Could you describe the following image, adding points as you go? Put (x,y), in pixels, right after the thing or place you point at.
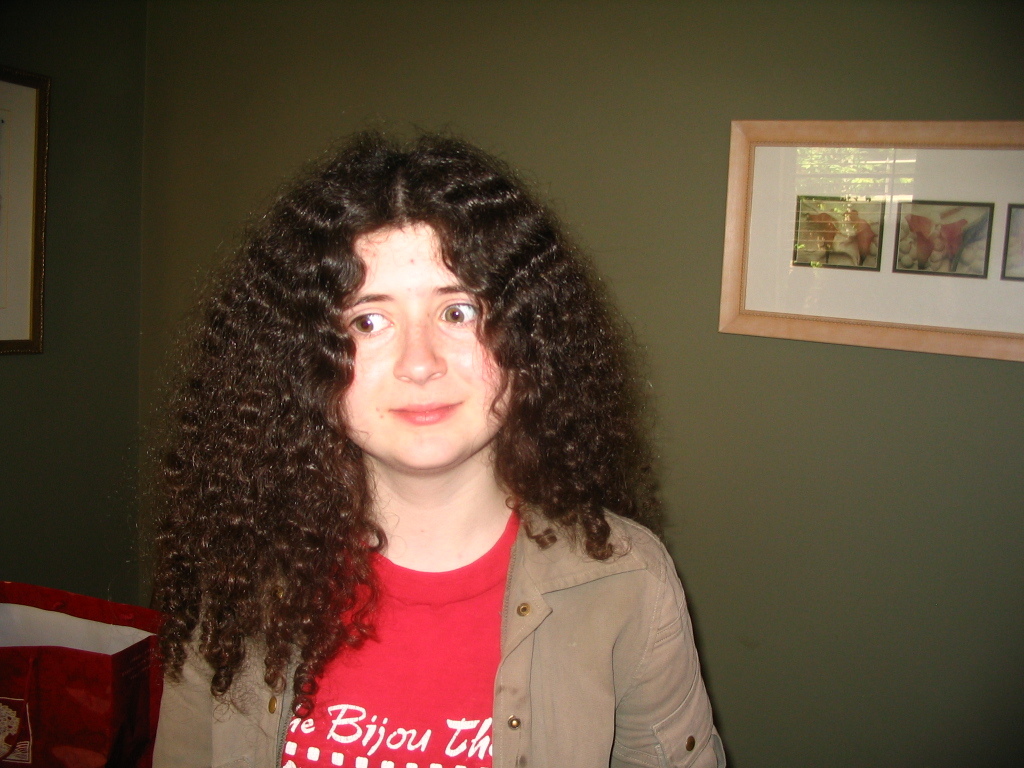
In the center of the image (413,421) there is a lady (308,470). In the background of the image (624,86) there is a wall (114,288) with photo frames (761,175). To the left side of the image (45,642) there is a red color cover (74,699).
